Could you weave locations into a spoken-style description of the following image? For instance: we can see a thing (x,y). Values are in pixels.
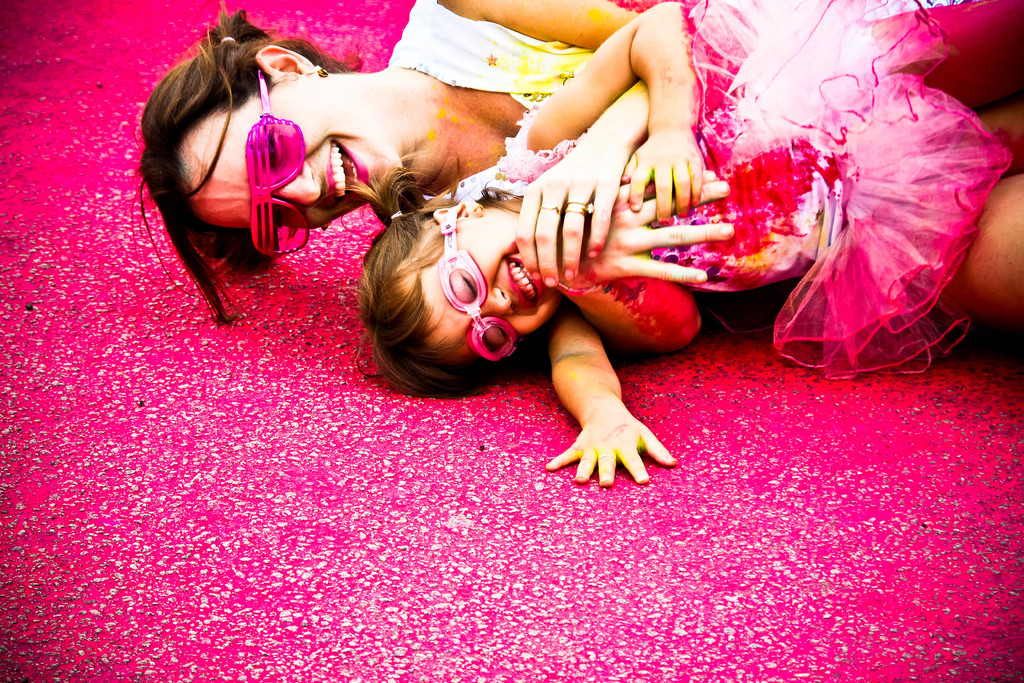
In this picture, there is a mother (291,120) and small girl (494,253) wearing pink color glasses (447,260), smiling and lying on the ground (87,630). In the front (384,499) bottom side there is a pink color on the road (560,565).
